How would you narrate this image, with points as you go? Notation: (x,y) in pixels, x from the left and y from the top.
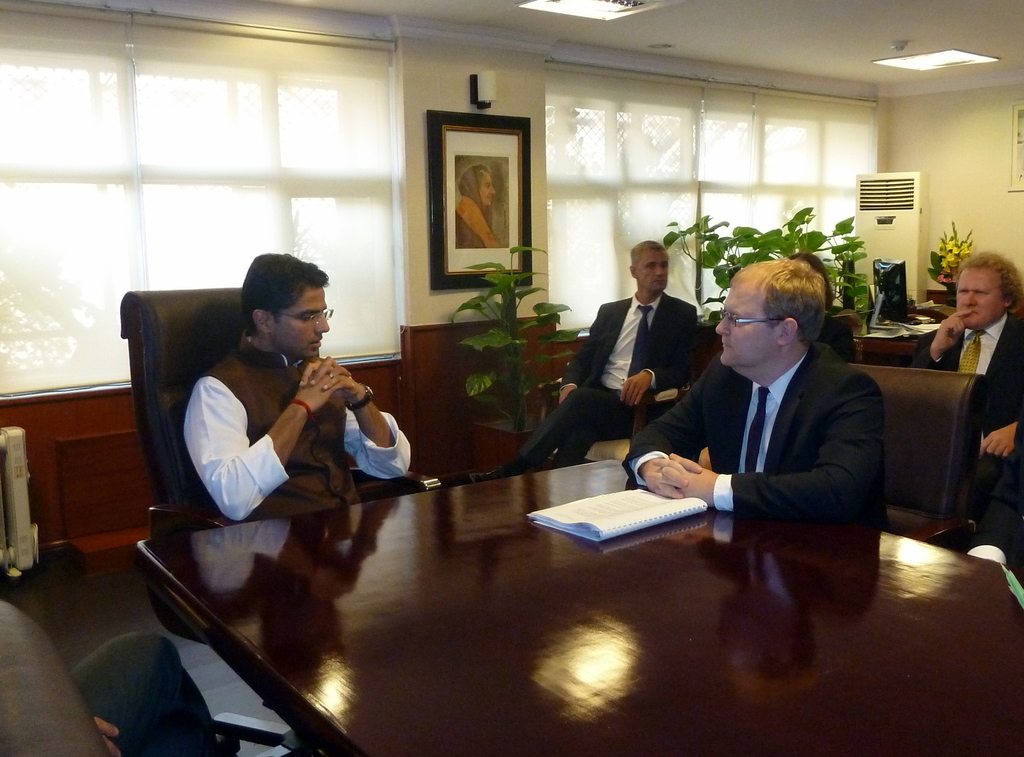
This picture shows the inner view of a building (425,129), two lights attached to the ceiling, two objects (1015,145) attached to the walls (546,137), two curtains (665,96) attached to the windows (782,126), two tables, two objects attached to the ceiling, some chairs (9,736), one photo frame (481,178) attached to the wall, some plants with pots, some people (89,693) are sitting on the chairs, one computer (900,277), one white object (895,247) looks like an air cooler (916,272), two objects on the floor (67,565) and some objects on the tables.
